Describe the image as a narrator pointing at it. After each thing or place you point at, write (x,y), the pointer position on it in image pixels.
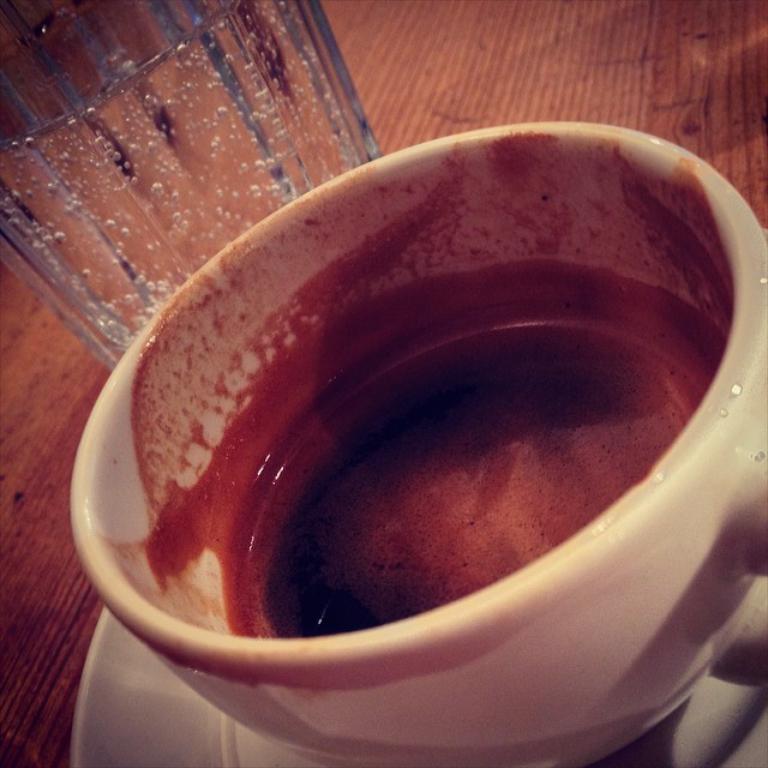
In this image I can see the cup (294,738) and saucer (145,719). To the side I can see the glass (133,127). These are on the brown color surface (554,40).
